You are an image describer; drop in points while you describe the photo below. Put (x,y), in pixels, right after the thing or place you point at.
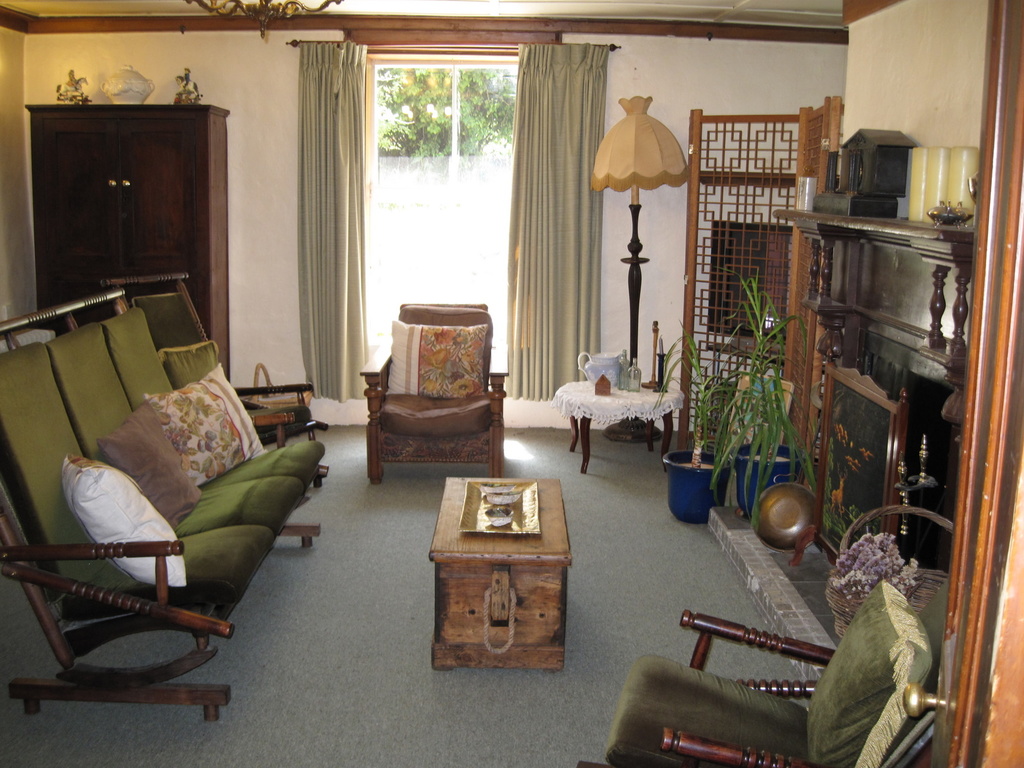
In this image i can see few couches (713,740) and few pillows (175,485) on the couch (186,540) and a wooden box (497,534) in front of them. In the background (588,191) i can see a plant (736,440), a lamp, curtains (572,199) and a window (427,158) through which i can see plant (448,98).
